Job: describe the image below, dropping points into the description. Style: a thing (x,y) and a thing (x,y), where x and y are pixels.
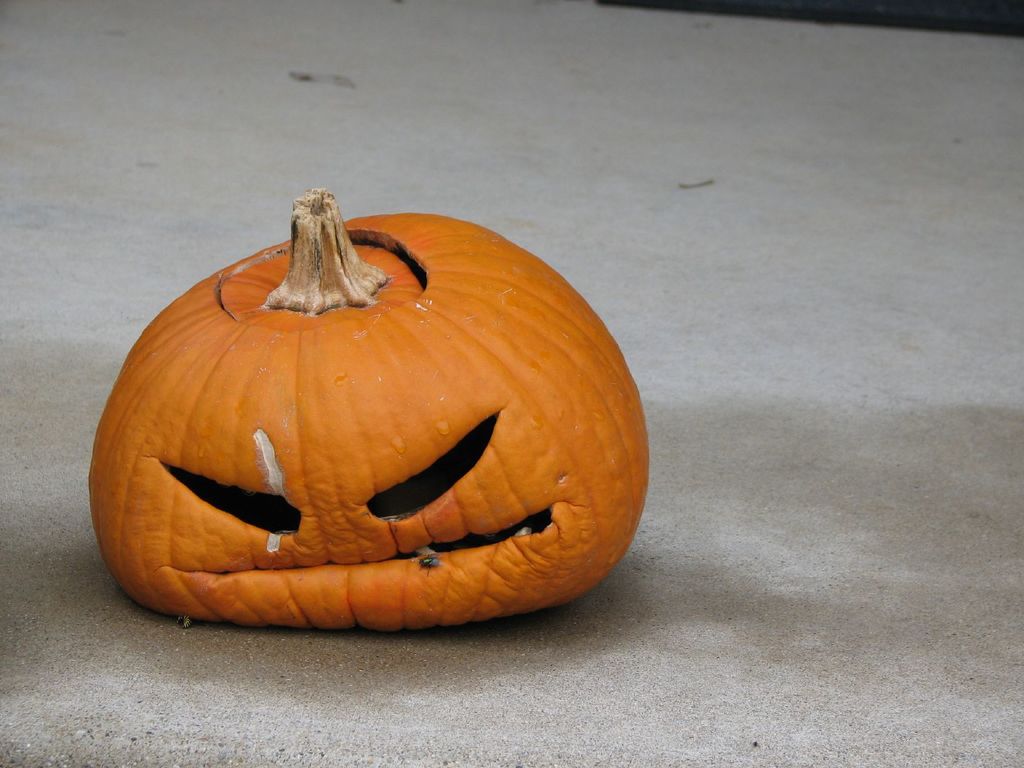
In this picture we can see a pumpkin (276,348).
